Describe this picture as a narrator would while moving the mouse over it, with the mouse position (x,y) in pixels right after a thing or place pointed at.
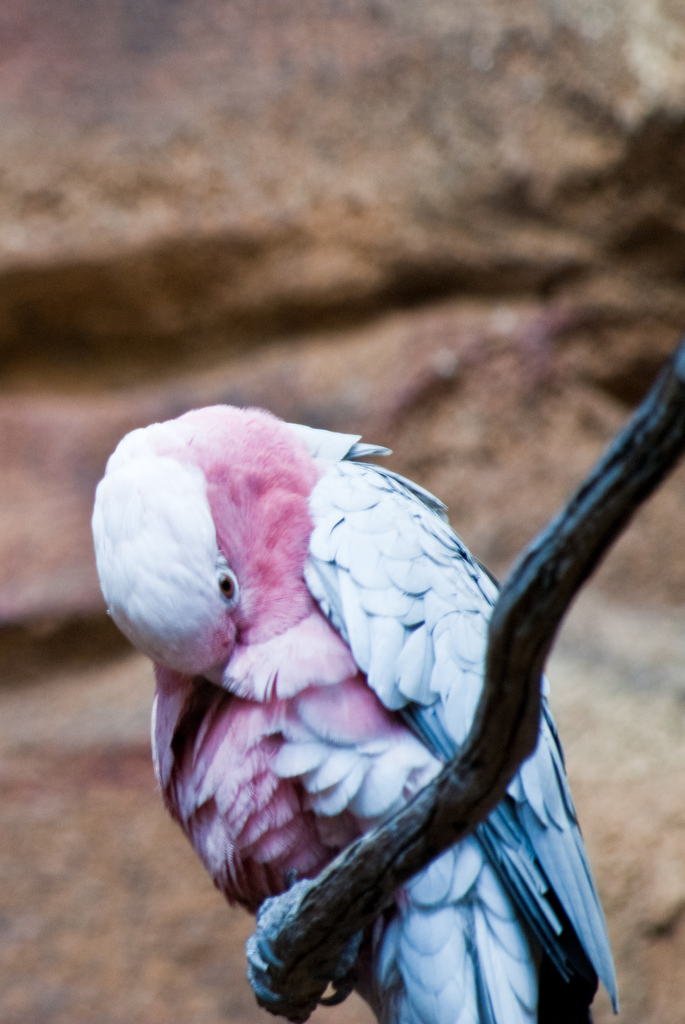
In this image, we can see a white and pink color bird (566,786) sitting on the stick (543,563), there is a blur background (128,325).
